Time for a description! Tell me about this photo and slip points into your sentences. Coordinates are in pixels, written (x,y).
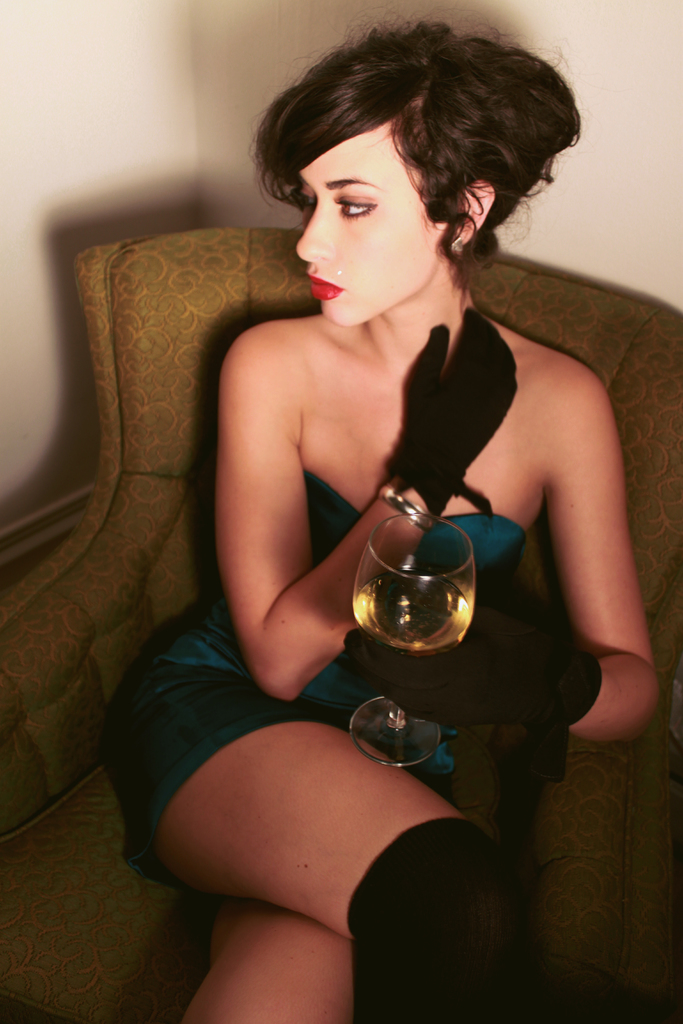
In this picture I can see a woman (330,639) sitting on the chair (20,861) and she is holding glass (439,619) in her hand (452,700) and I can see a wall (96,76) in the background (60,86).
